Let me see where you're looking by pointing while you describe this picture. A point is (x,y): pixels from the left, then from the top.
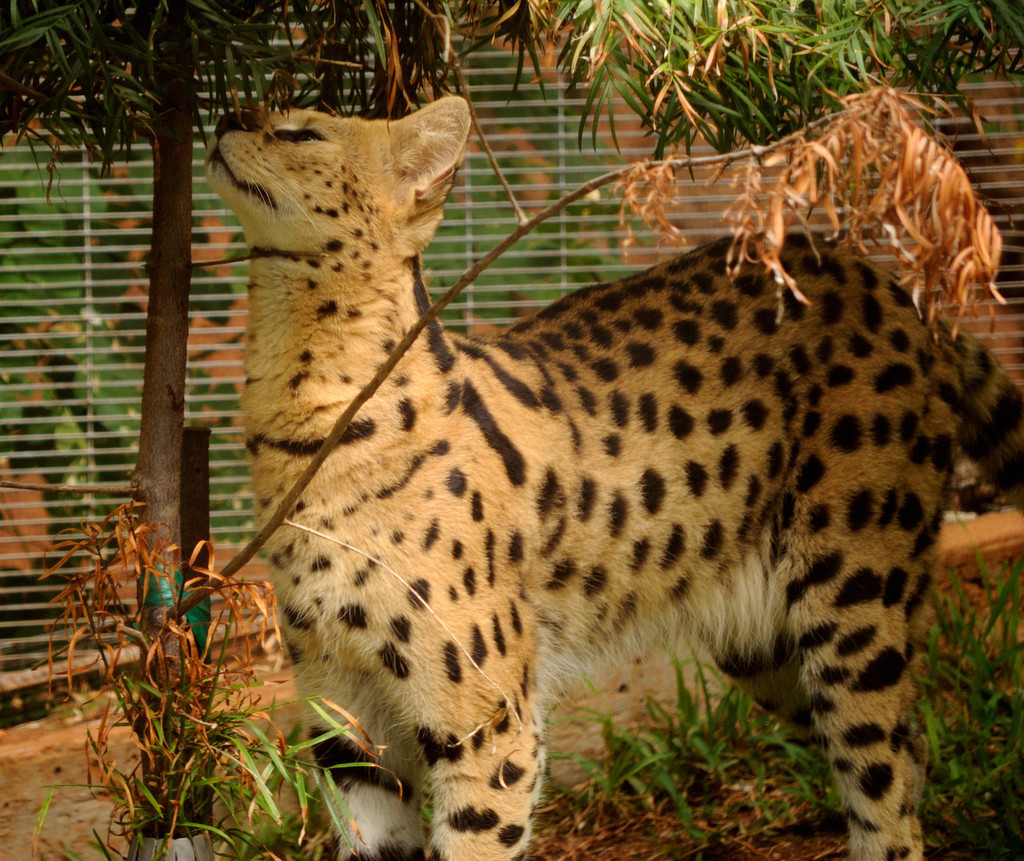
In this picture I can see a serval (775,378), and there is grass (931,687) and plants (122,526).
